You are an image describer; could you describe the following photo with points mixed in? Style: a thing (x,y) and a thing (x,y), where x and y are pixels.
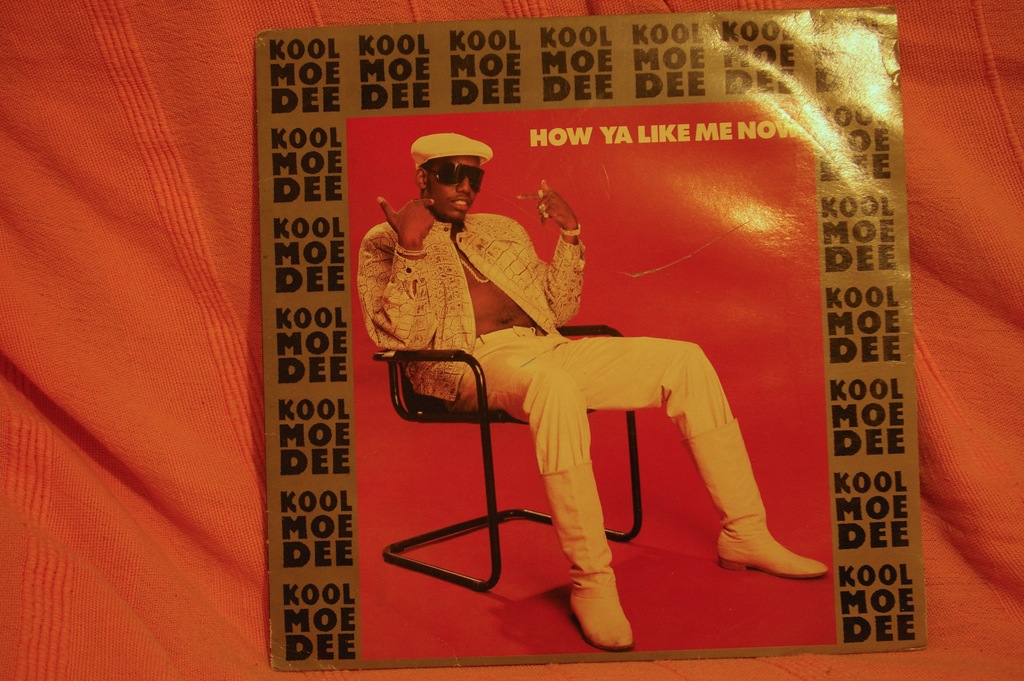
In this image there is a sheet (792,94) placed on the cloth (232,334). On the sheet (584,424) there is a image (567,362) of a man (511,390) sitting on the chair (475,416).
